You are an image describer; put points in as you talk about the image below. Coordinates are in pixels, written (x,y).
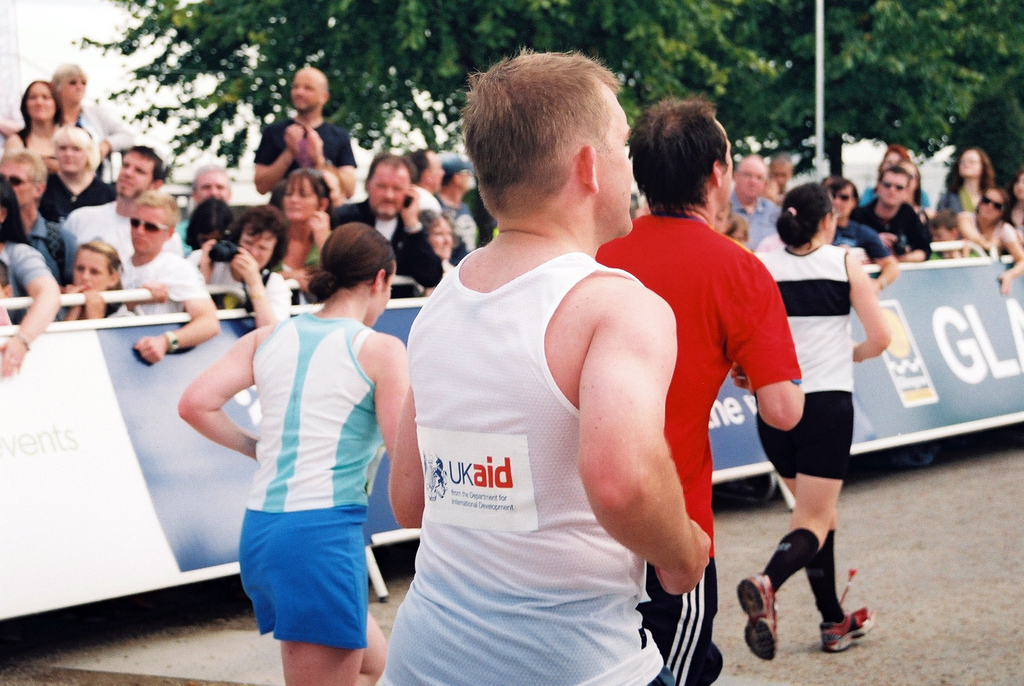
In this image in the foreground (846,357) there are some persons (661,331) who are running, and in the background (64,213) there are group of people (273,219) standing and some of them are holding cameras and there is one board (989,401). At the bottom (910,529) there is a walkway (921,515), and in the background (454,93) there are some trees (961,80) and poles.
